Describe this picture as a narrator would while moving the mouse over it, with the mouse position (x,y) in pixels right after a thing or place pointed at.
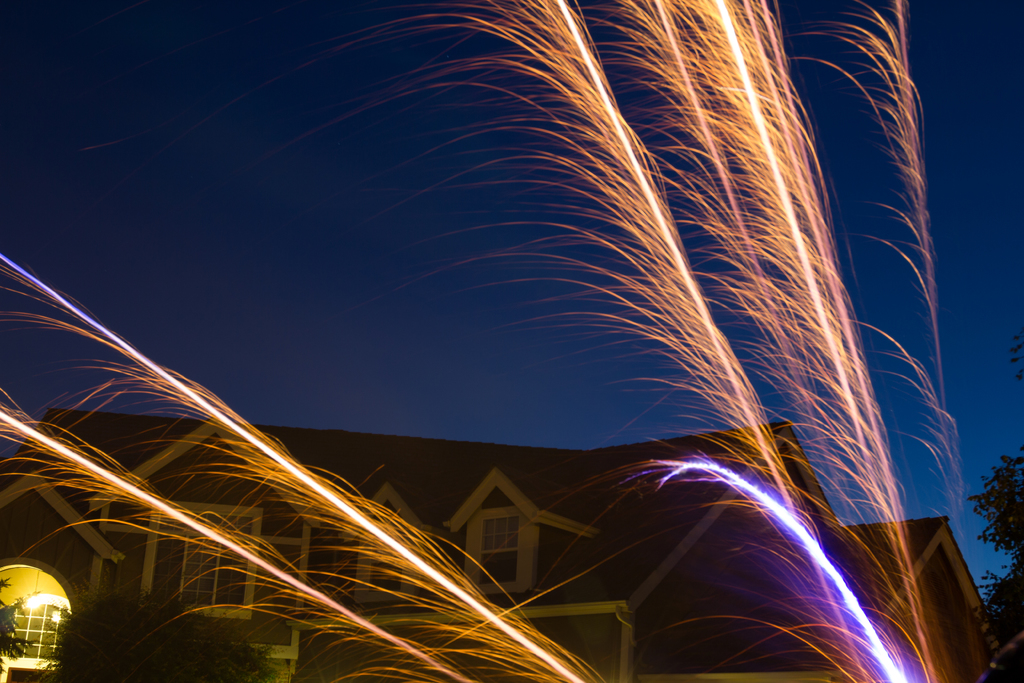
In the center of the image (349,441) there is a building (491,521) and we can see fireworks (473,643) there are trees (1023,594). In the background (386,352) there is sky (301,226).
